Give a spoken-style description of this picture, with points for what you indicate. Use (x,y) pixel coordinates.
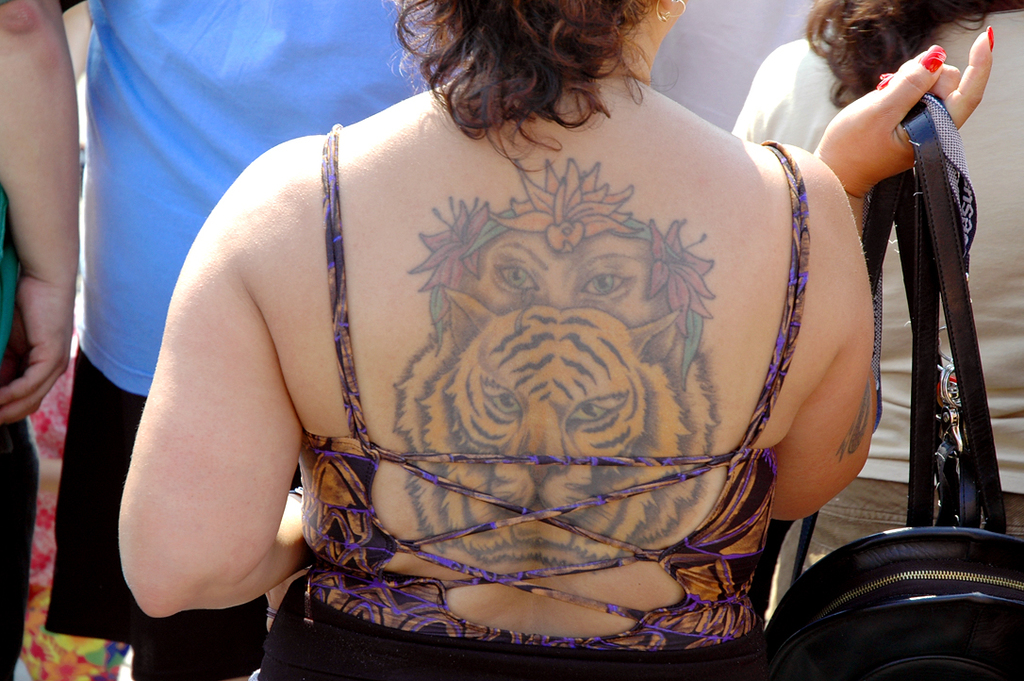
In this picture I can see a woman (559,319) holding a bag (917,315) in her hand (860,174) and I can see a tattoo (562,352) on her back (743,365) and few people (999,226) standing in the front of her.
